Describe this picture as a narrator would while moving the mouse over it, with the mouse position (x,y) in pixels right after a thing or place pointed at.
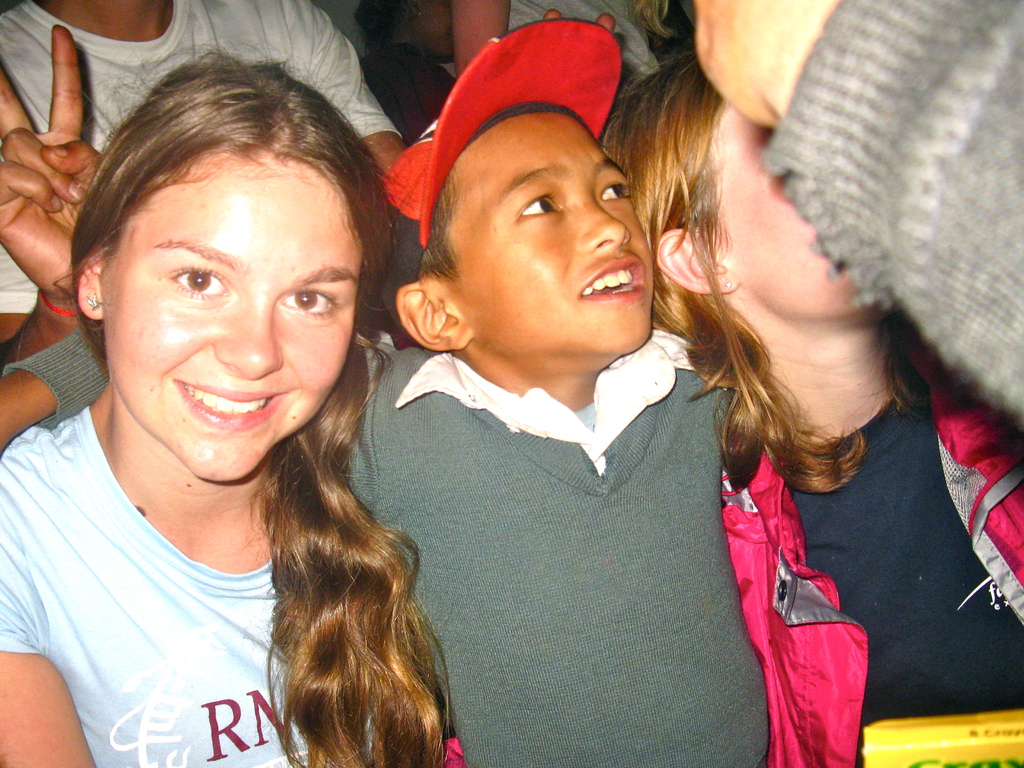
In this image we can see the children (524,323).
